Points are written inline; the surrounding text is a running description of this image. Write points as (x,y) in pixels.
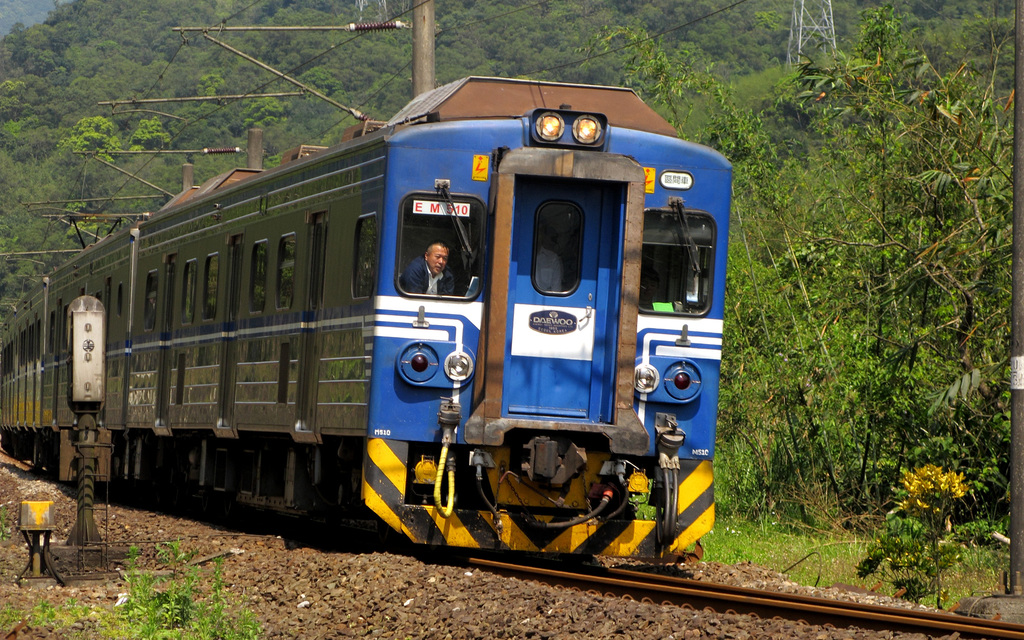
In this image, we can see a train (487,309) with some people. We can see the track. We can see some metal objects (84,467) on the left (90,327). We can see the ground (364,611) with some stones (310,579). We can see a few plants (202,613), grass (854,580). We can also see a tower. There are a few trees (841,170). We can see some poles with wires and rods (382,22).
